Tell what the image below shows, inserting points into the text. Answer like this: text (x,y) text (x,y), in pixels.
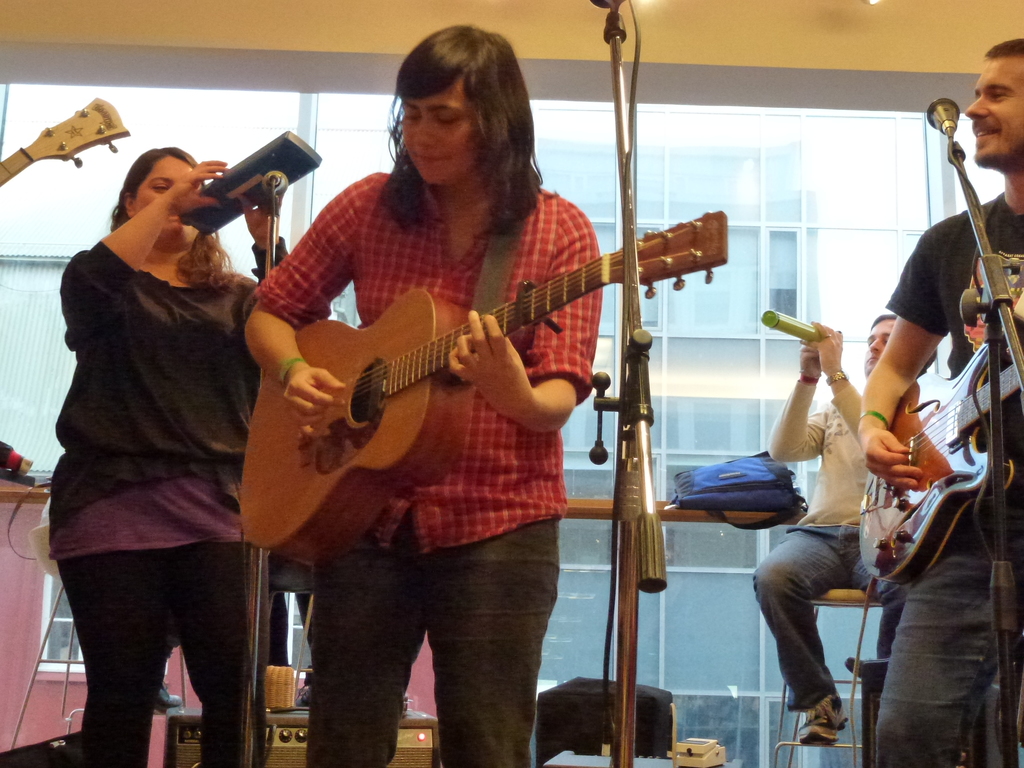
In the image we can see there is a woman (411,562) who is standing with a guitar (561,278) in her hand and a man (1002,420) is also holding guitar (920,491) in his hand (897,453) and at the back (831,429) there is a man (831,499) who is sitting on chair (782,709) and behind a woman (283,317) there is another woman (203,318) who is standing.
